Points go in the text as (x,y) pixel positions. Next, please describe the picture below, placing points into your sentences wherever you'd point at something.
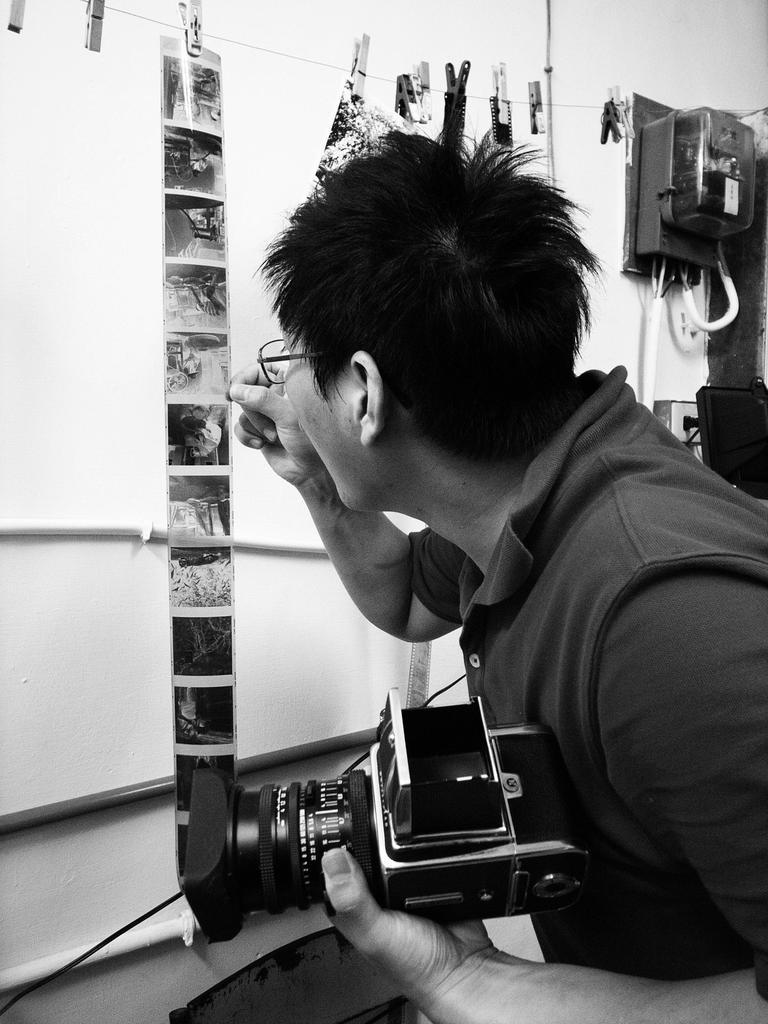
There is a man (548,649) holding a camera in his left hand (432,1006) and in right hand (300,434) he is observing a picture (221,440). There is a electrical box (745,140) on the top right (752,191).
